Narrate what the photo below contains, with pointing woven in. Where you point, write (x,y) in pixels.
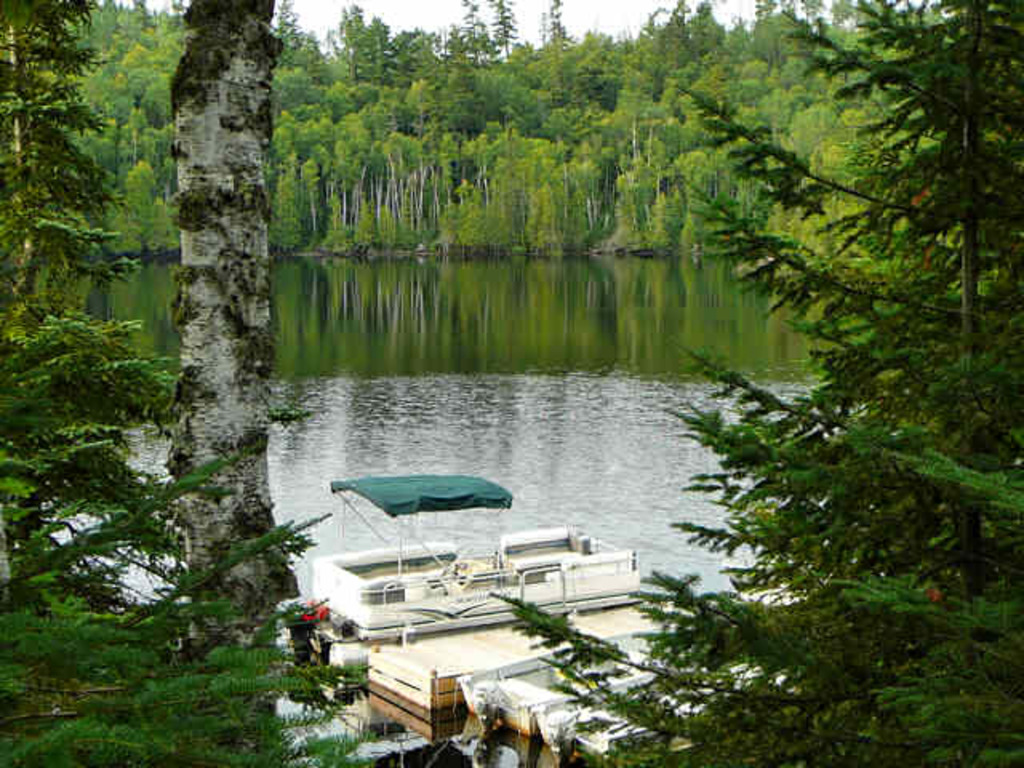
In this image we can see there are trees (386,129). At the center of the image (463,418) there is a river (499,430). At the bottom of the image (369,606) there are ships (387,612).
